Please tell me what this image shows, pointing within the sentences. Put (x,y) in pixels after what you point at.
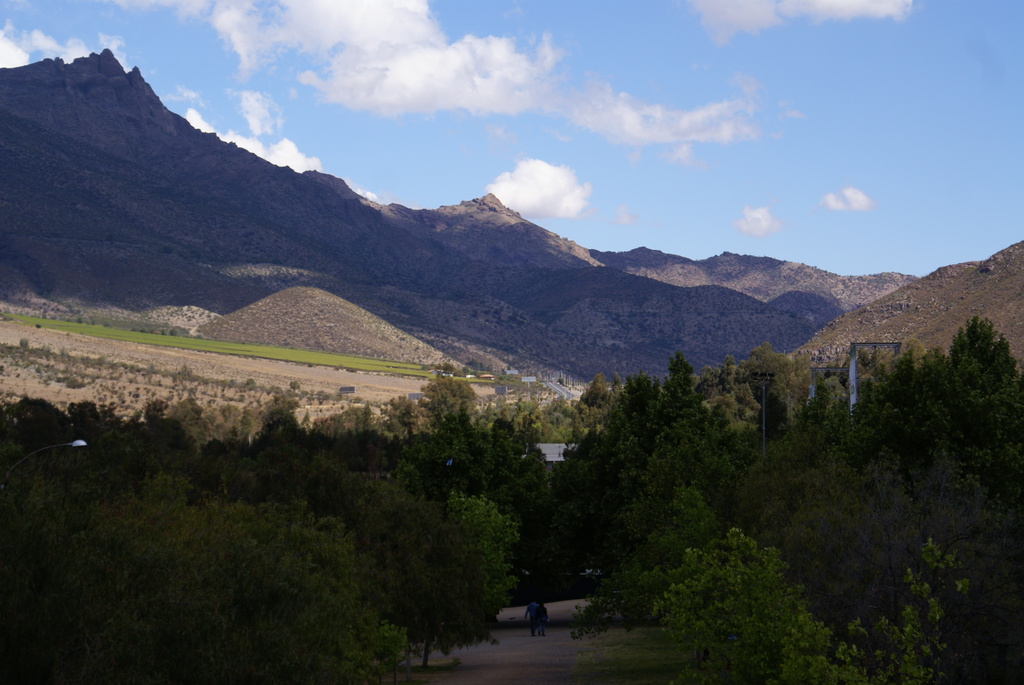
At the bottom of the image (853,669), we can see trees (833,639), street light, poles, boards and people (534,619) on the walkway (546,653). In the background (535,418), we can see hills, trees (597,404) and cloudy sky (679,83).
